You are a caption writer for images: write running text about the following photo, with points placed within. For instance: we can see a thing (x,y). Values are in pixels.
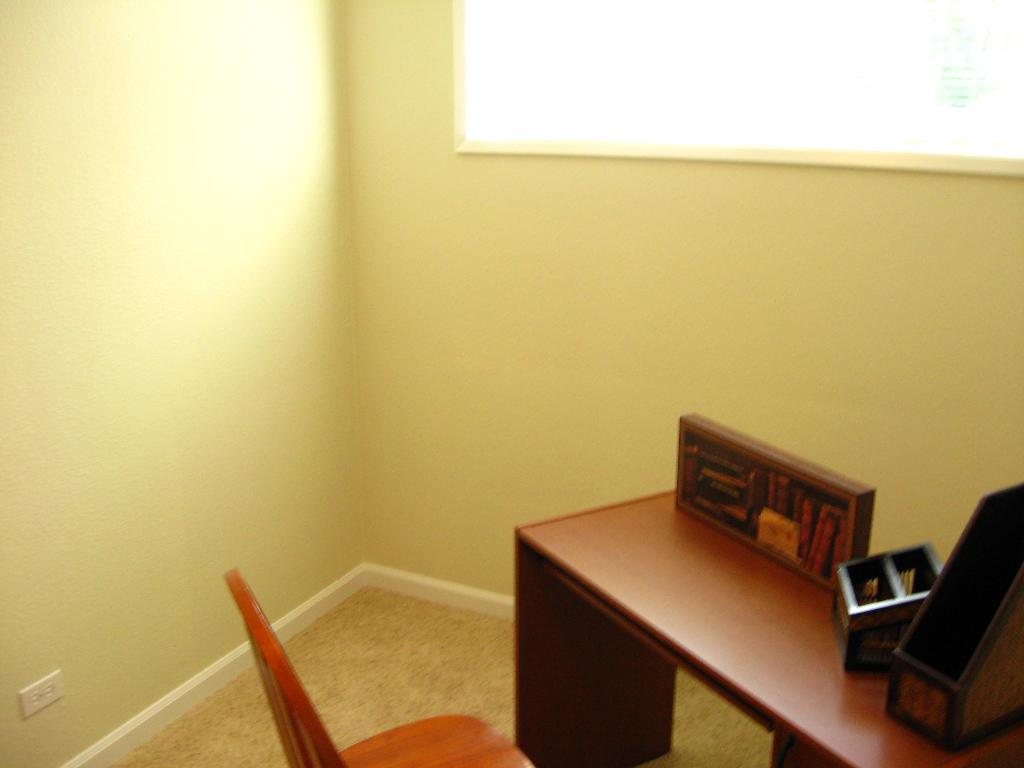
This picture is clicked inside the room (399,718). In the foreground (702,647) there is a wooden chair (299,682) and a table (685,626) on the top of which some items (957,611) are placed. In the background (285,374) we can see the wall (902,296) and the window (628,75) and the ground (443,660).
